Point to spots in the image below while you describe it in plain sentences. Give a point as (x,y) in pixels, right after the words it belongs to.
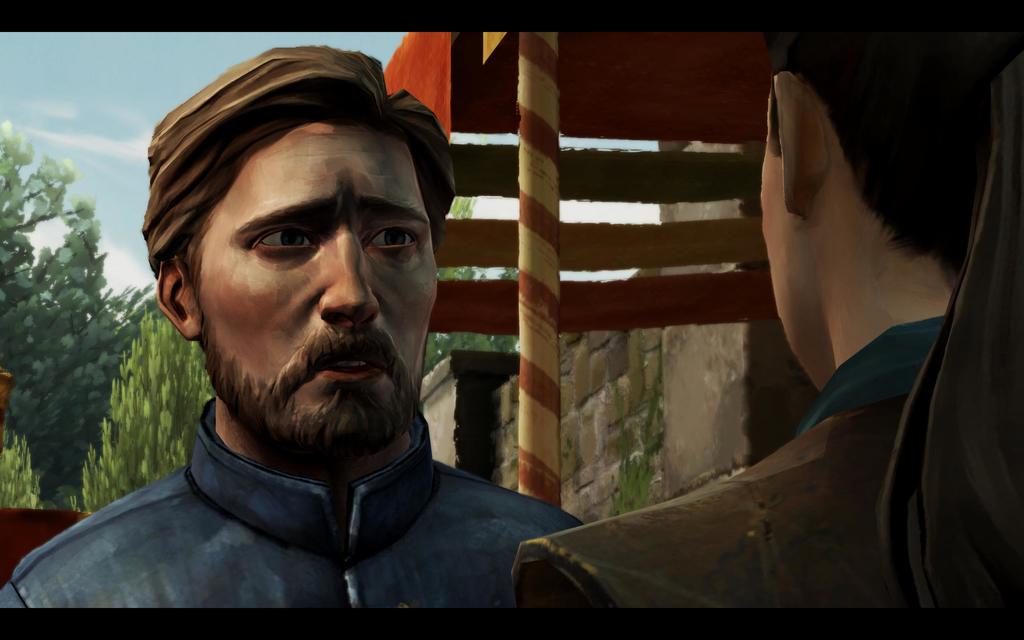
This is an animated image. In the image on the right side (898,382) there is a person (831,546). And on the left side (184,550) there is a man (373,386). Behind them there is a pole (551,36). And also there are trees (15,306) and walls (611,356).
